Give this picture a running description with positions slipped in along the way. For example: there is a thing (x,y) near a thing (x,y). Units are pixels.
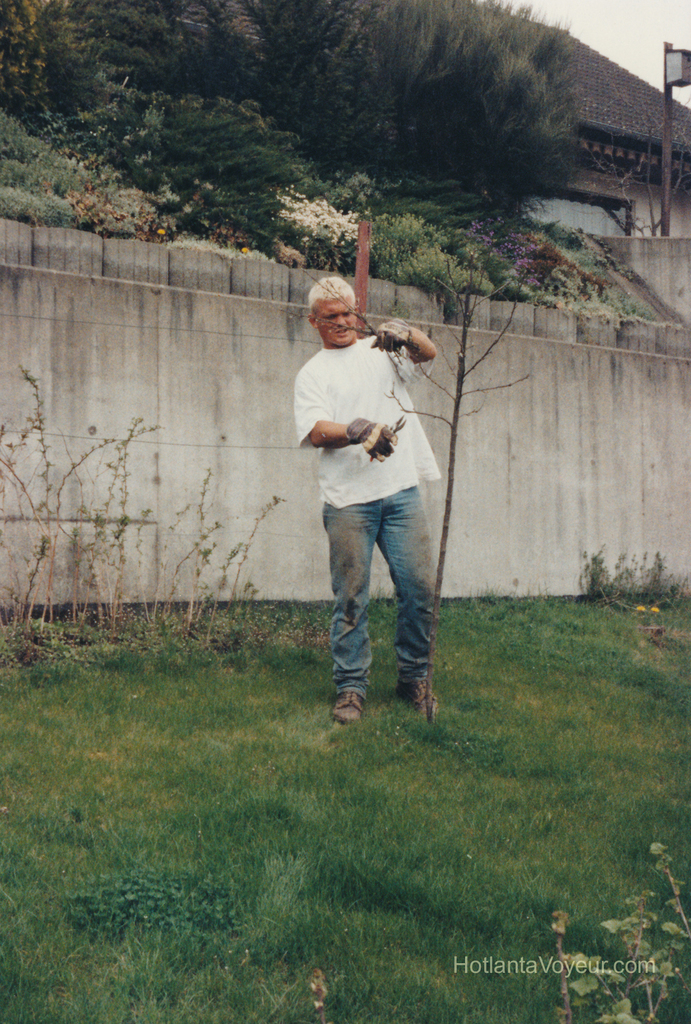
In the picture we can see a man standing on the grass surface (507,867) and he is holding a dried plant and a cutter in the other hand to cut it and he is in white T-shirt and behind him we can see a wall (239,497) and behind it, we can see some different kinds of plants (500,178) with flowers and beside it we can see a house (654,214) and a pole (664,169) near it.
